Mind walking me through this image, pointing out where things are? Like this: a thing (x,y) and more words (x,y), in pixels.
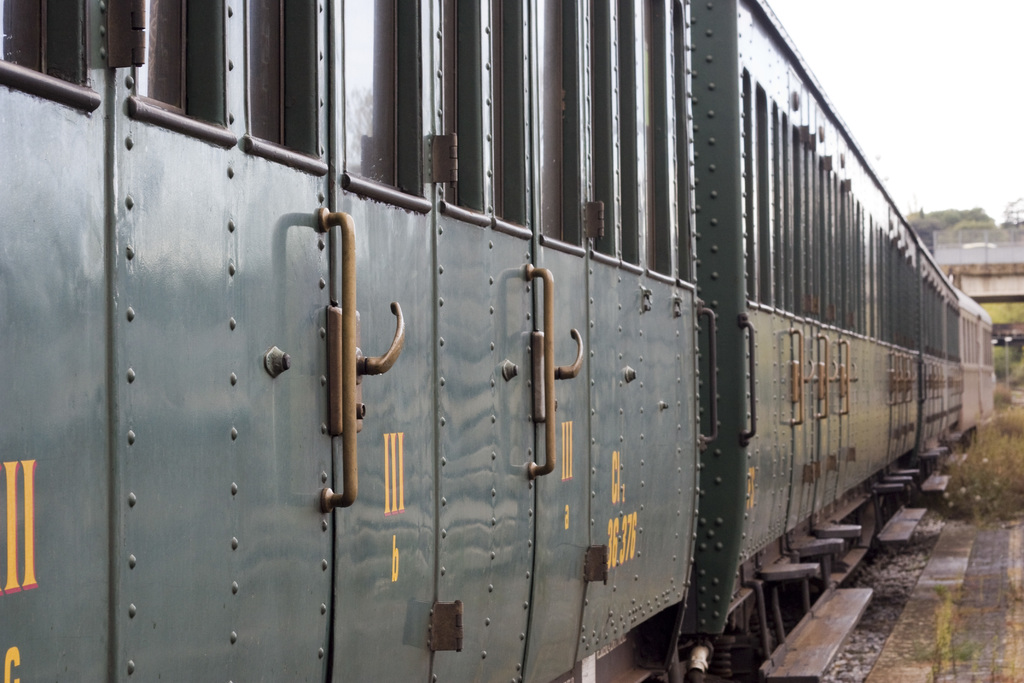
Here we can see train (663,386). Right side of the image (1009,459) there are plants (1014,437) and trees (938,217).
